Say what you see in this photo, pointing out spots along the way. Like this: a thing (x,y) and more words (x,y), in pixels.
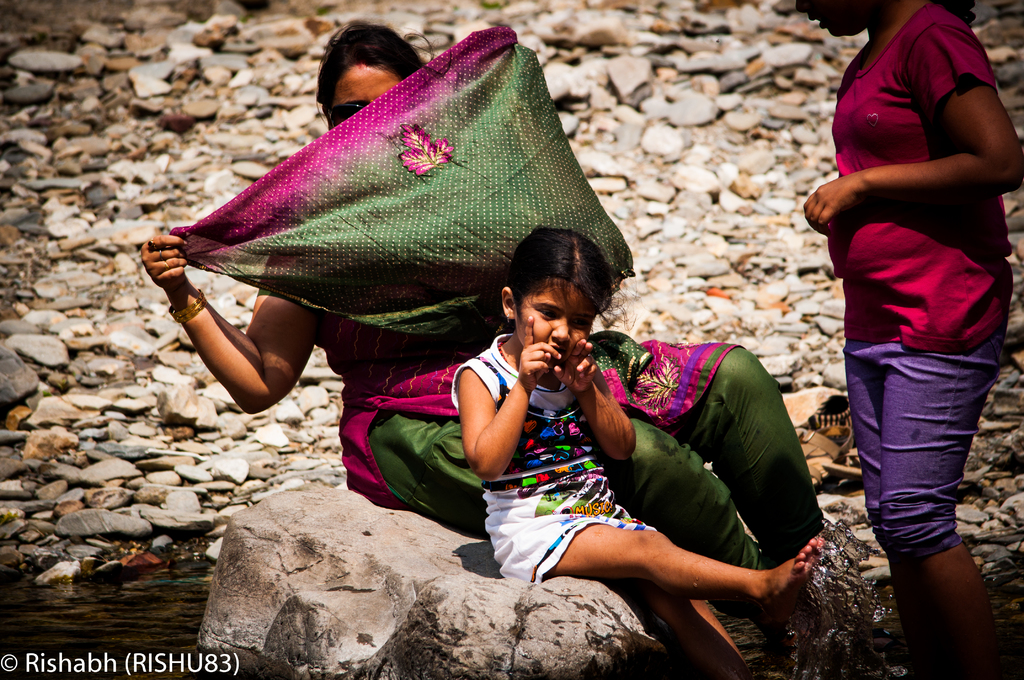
In this image we can see three persons (731,409). There is some water (144,625) in the image. There are stones (81,408) in the image. A lady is standing in the image. A baby (611,434) and a lady (615,396) are sitting on the rock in the image.
